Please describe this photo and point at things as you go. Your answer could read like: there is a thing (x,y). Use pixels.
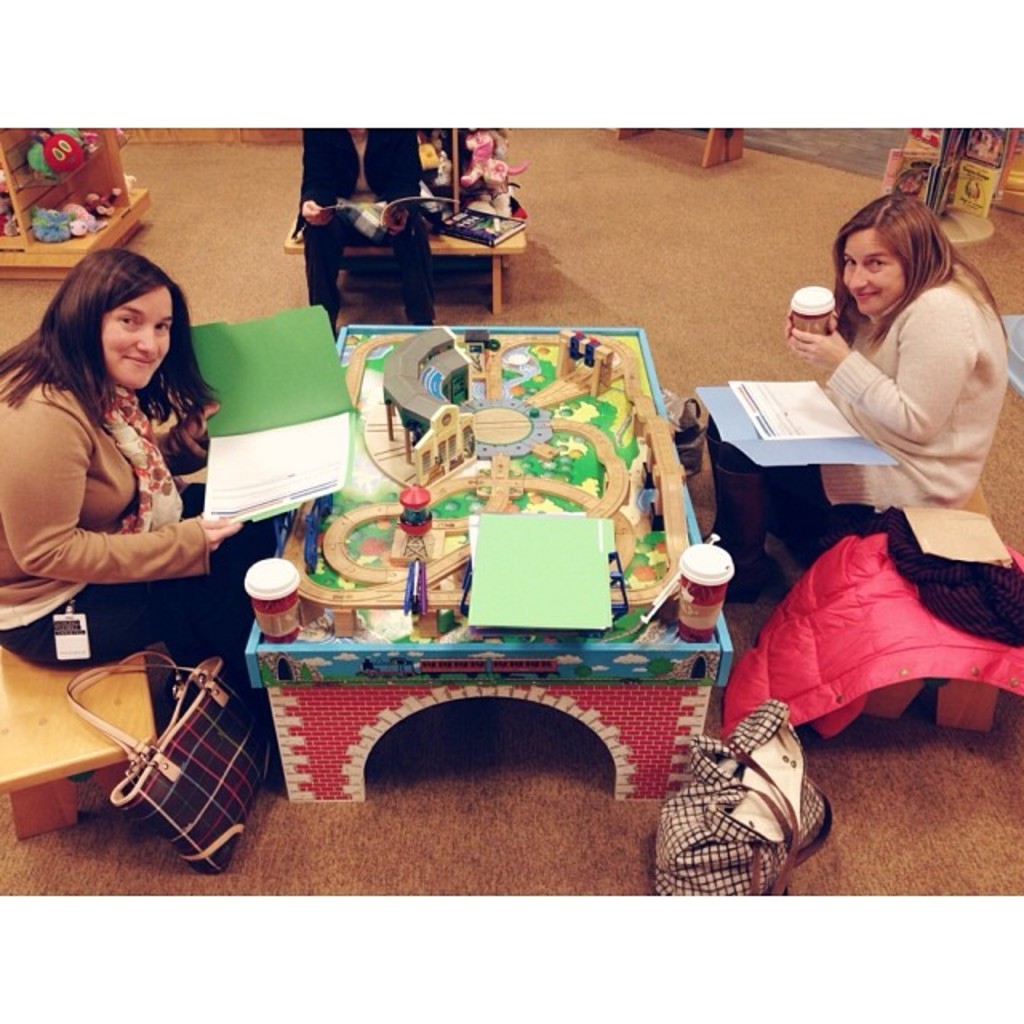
In this image there are three person (41,409) sitting on the bench (133,718) and there is a miniature (509,408) and a cup (686,594). On the floor (577,835) there is a bag (701,835).
